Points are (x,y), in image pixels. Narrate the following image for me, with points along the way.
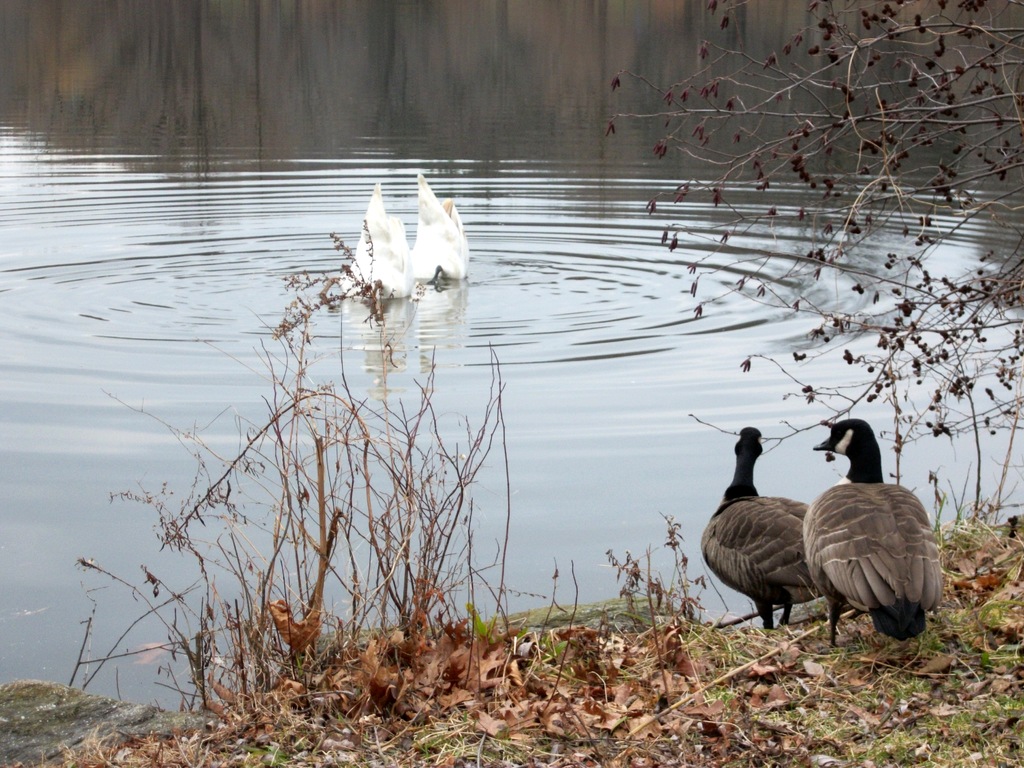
In this image we can see two birds (377,228) on the surface of the water (159,214). We can also see the other two birds (886,534) on the grass (858,657). We can see the dried plants (401,666), trees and also the dried tree (899,209).
